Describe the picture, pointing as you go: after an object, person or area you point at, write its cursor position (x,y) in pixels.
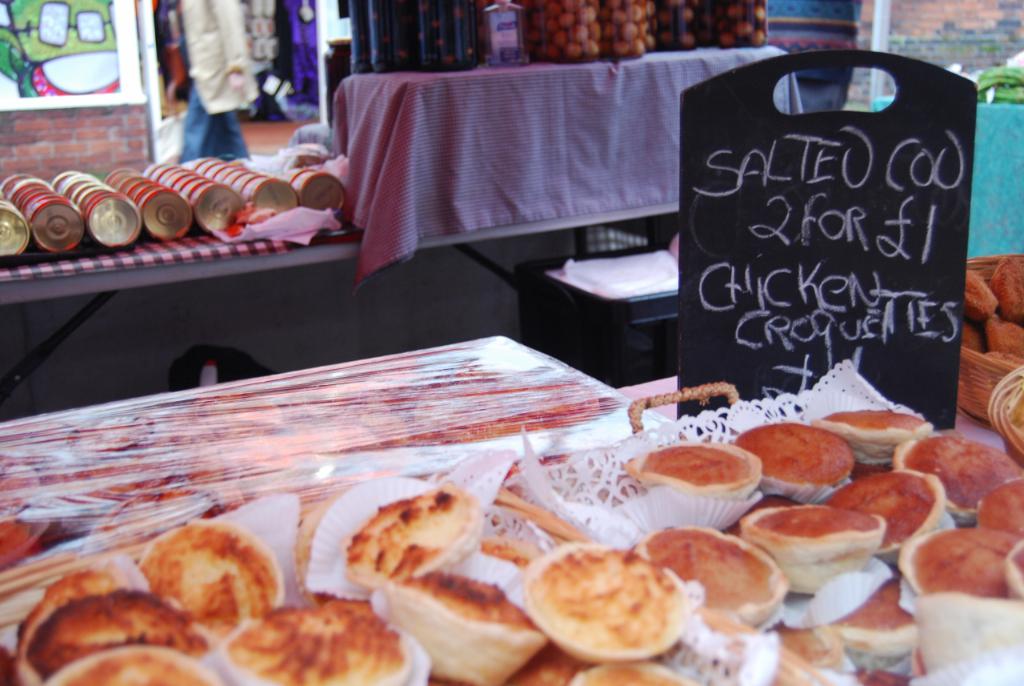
In this image at the bottom (742,470) there are food items (547,665) in plastic covers (504,570), on the right side (842,353) there is a board (849,332) in black color which indicates the price of these things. On the left side (137,176) there are circular things (149,206) on this table (327,238), there is a wall (72,128). At the top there are glass jars (571,42) in this image.
